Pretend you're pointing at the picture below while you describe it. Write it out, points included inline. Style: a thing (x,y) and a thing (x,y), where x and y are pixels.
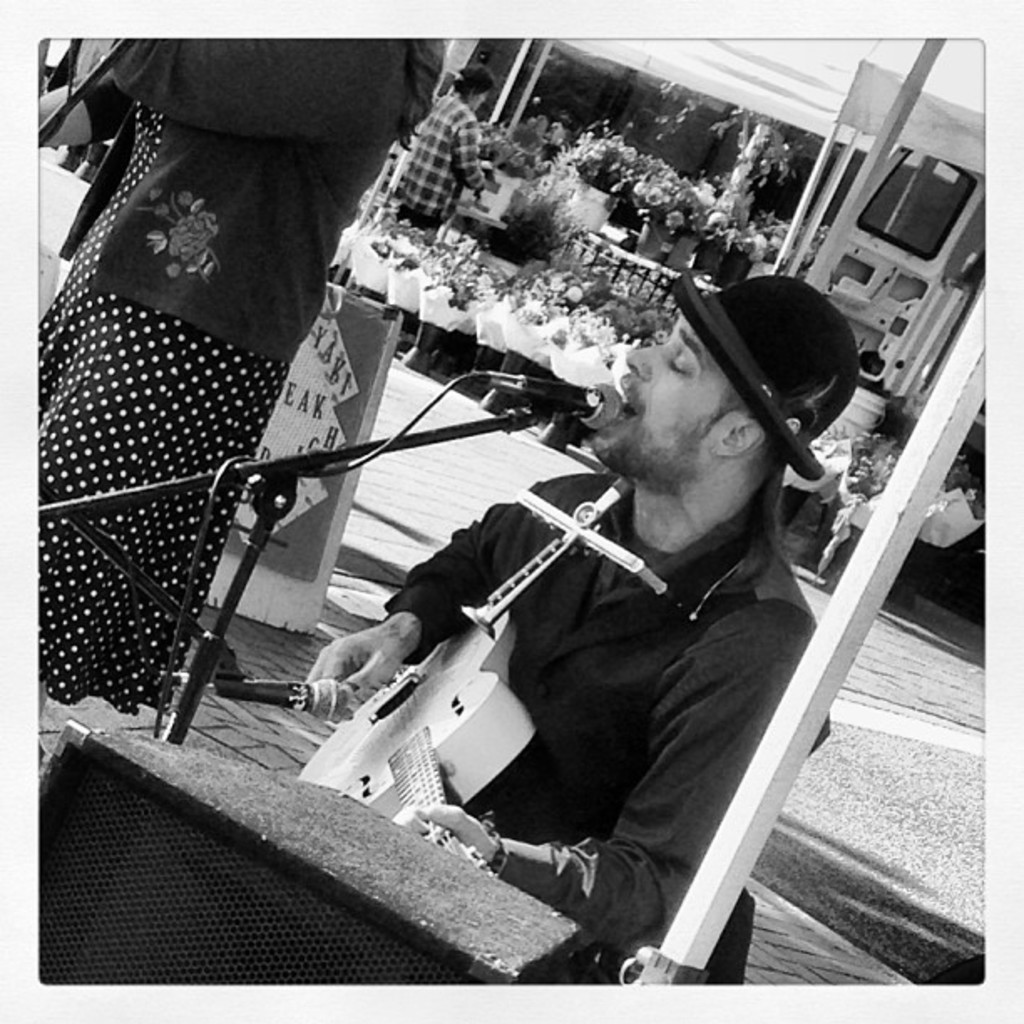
This picture shows a man (762,545) singing with the help of a microphone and playing a guitar (399,801) and he wore a cap (757,375) on his head (765,464) and we see a woman (220,314) standing on the side and we see few people (459,147) standing on their back and we see plants (627,326) around.
